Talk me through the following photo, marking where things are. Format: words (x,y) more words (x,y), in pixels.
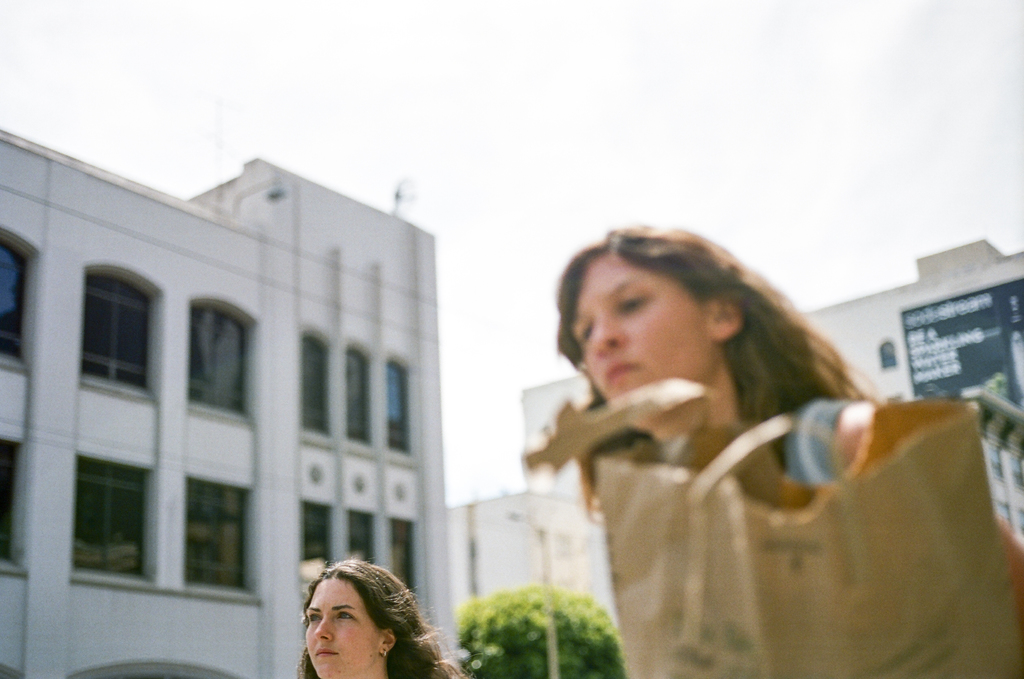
In this image we can see two women (733,385) and a bag (898,565). On the backside (719,220) we can see some buildings (421,528) with windows (365,551), a tree (467,612), a street pole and the sky (488,289) which looks cloudy.
